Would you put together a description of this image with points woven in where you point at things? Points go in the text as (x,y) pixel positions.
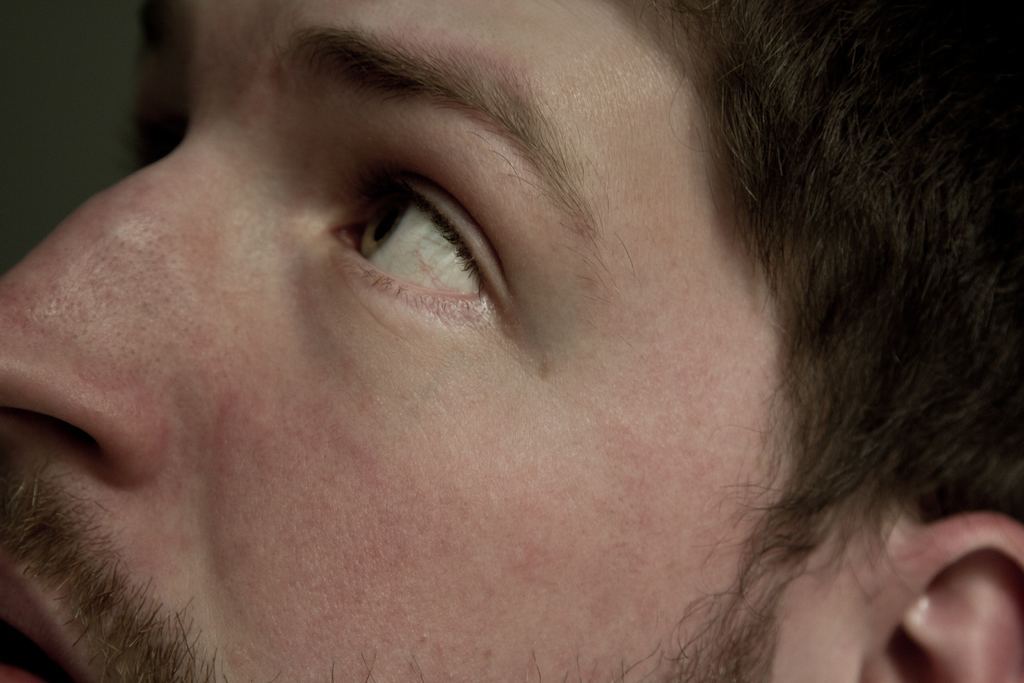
In this picture we can see a person eye (423,238), nose (137,251), ear (933,612) and hair (932,234). He is looking at the corner of the image. Background (19,14) it is blur.
